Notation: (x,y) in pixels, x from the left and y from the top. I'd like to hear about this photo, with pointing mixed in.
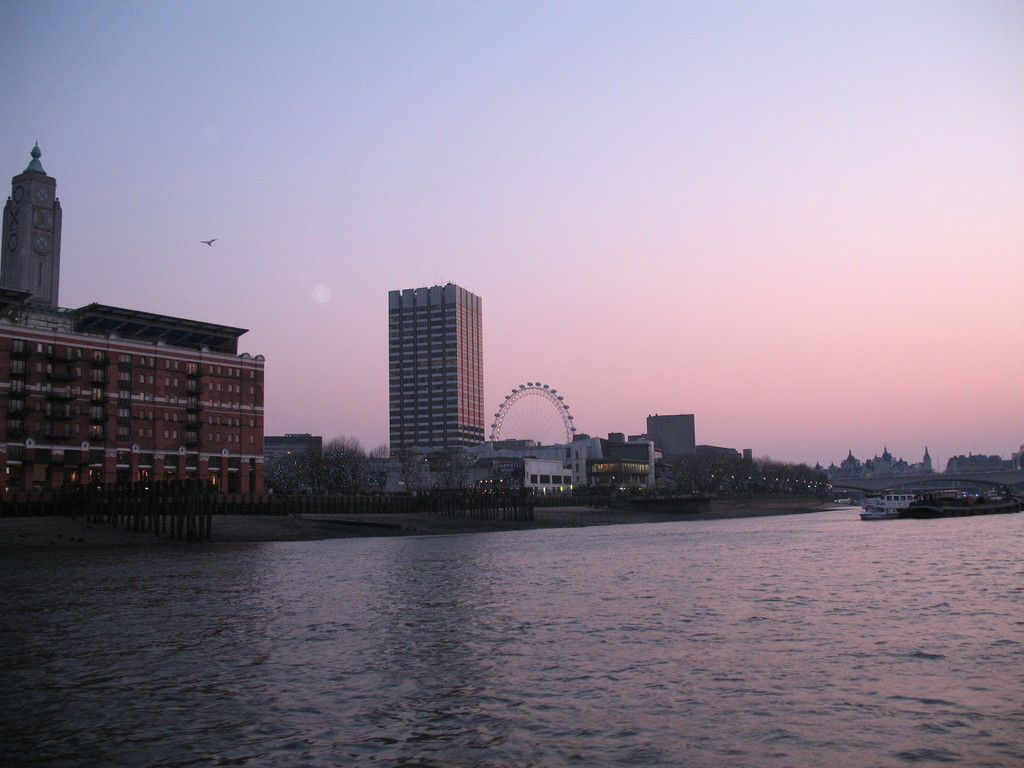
In this picture, we can see a few buildings (608,440) with windows (463,395), and we can see giant wheel (546,437), trees (358,462), water (494,552), boat (882,506) and the sky (804,167).
